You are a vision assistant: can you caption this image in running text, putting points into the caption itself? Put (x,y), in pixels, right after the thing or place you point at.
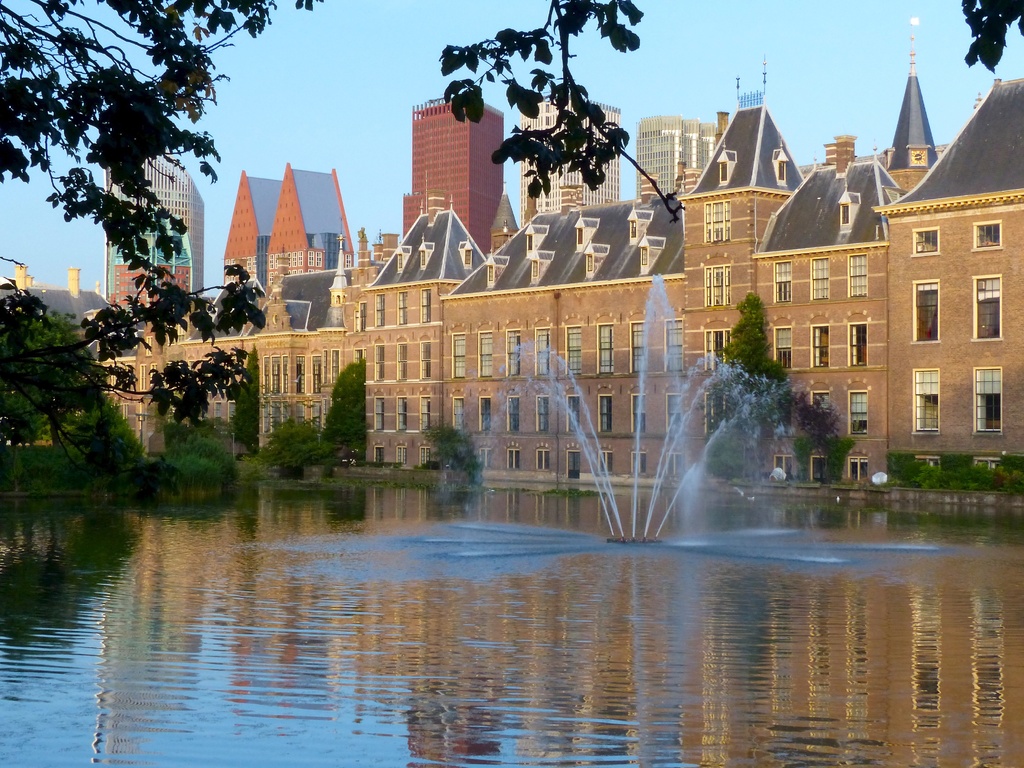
In this image there are buildings (521,303) in the background (604,347). At the bottom (253,579) there is water (328,608) and there is a fountain (636,501) in the water (614,528). On the left side (300,448) there are trees (195,421) near the buildings (349,333). At the top (349,84) there is sky (350,85).
